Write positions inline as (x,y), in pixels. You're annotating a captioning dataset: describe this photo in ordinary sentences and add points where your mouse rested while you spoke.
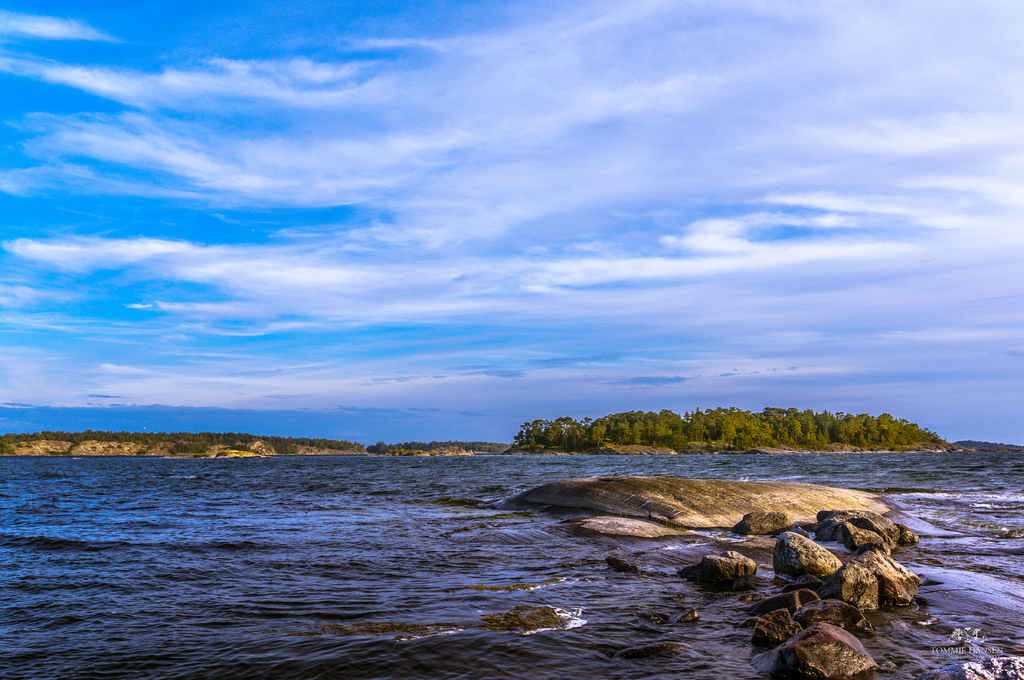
This picture is clicked outside the city. In the foreground (462,550) we can see a water body (536,541) and the rocks (783,550). In the background (630,172) there is a sky (665,257) and the trees (676,435).
